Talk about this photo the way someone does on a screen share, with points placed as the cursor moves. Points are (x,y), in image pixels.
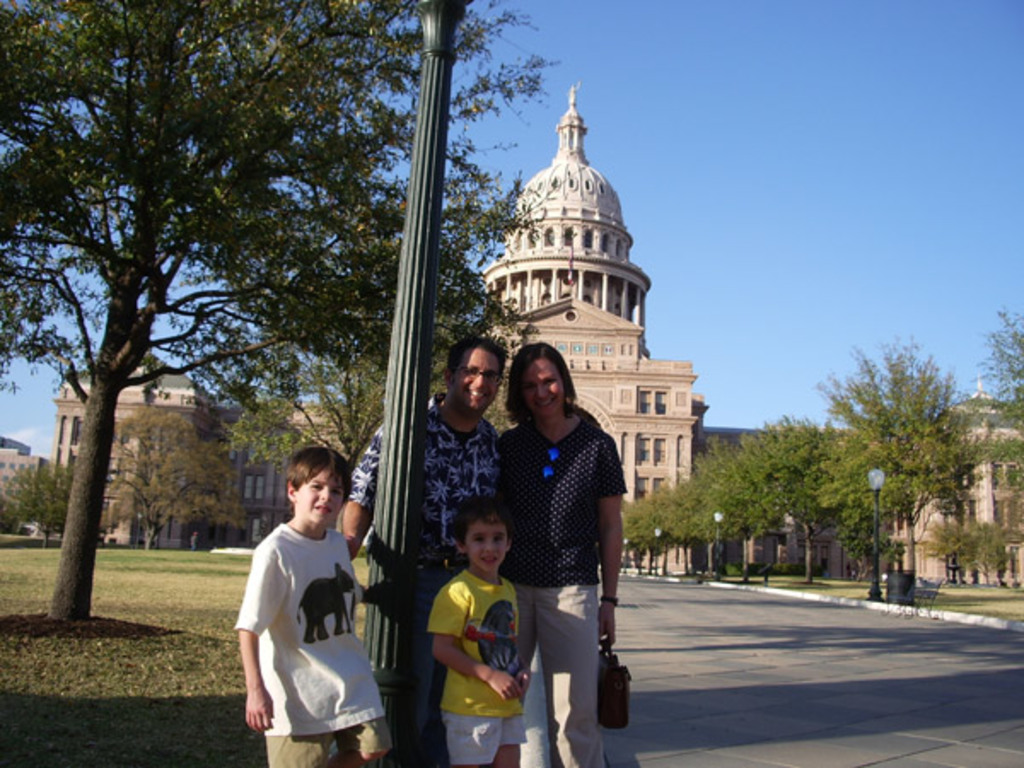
In this image there is a couple (513,468) and two childrens (277,594) are standing, in between them there is a pole (390,574). In the background (658,418) there are trees (930,395), building (598,377) and a sky (738,229).
